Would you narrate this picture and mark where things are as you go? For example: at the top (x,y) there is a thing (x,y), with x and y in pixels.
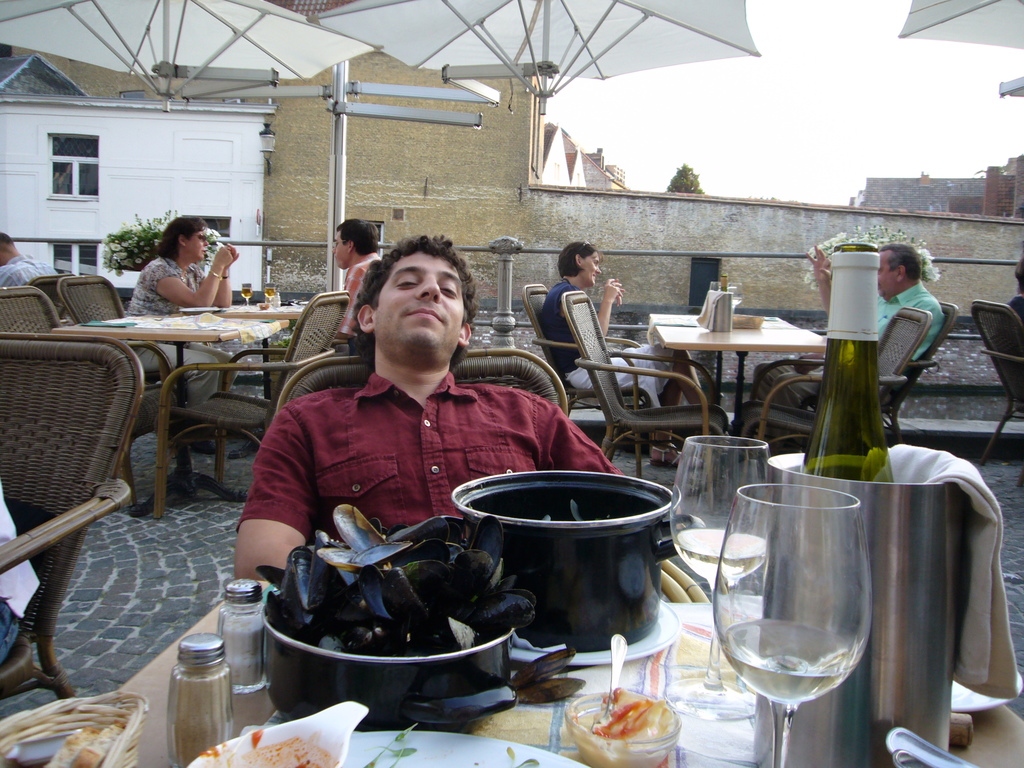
The person (424,441) wearing red dress (424,453) is sitting in a chair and there are some eatables (455,517) and drinks (761,598) in front of him and there are group of people (370,264) and buildings (512,182) in the background (548,176).
